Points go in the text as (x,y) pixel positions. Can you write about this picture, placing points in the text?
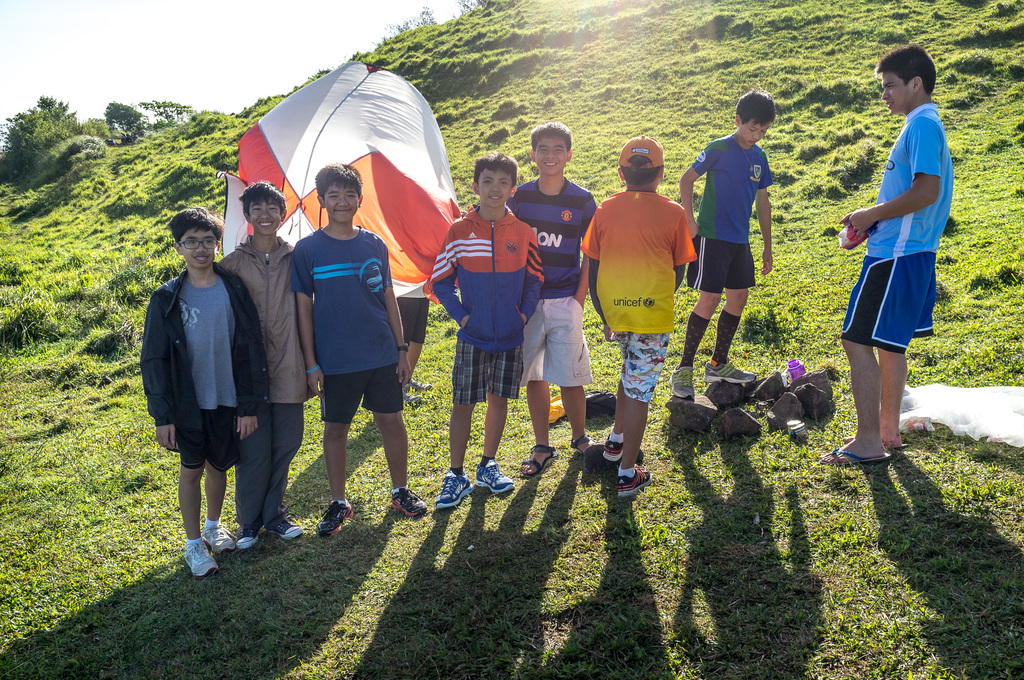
At the bottom of the image (447,555) there is grass (151,227). In the middle of the image (518,394) few children (280,191) are standing and smiling and there are some stones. In the top left corner of the image (154,86) there is sky (183,84). In the top right corner of the image (791,125) there is a hill (950,305).
